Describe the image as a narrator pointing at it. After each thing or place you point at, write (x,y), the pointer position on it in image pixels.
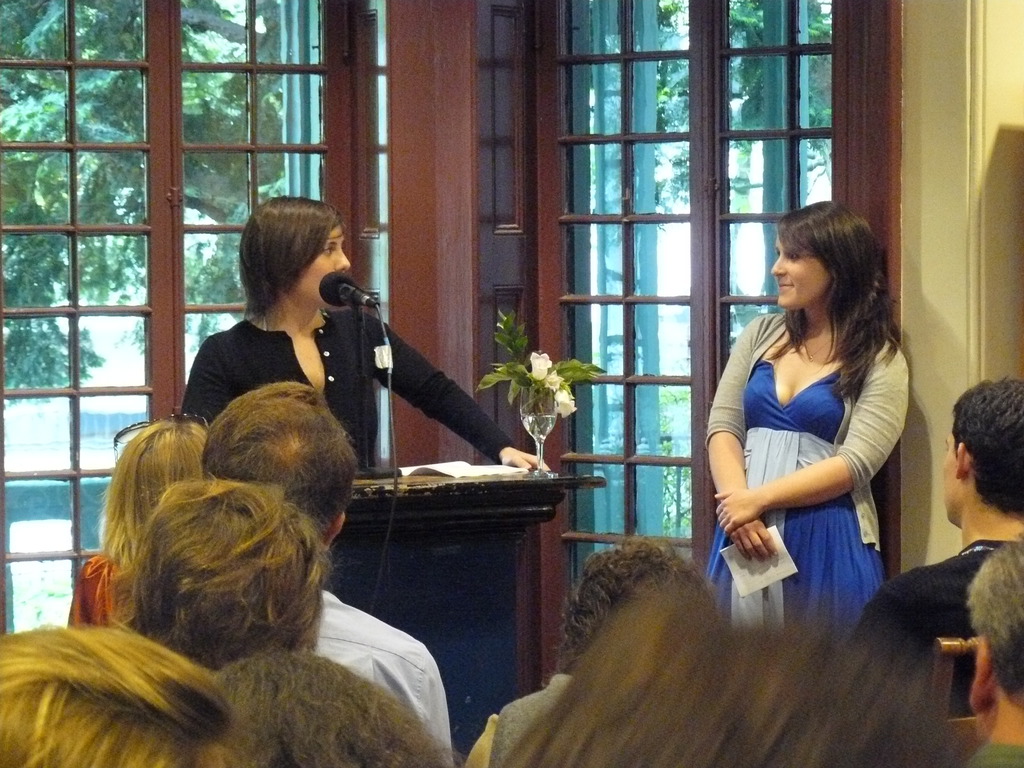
In the foreground of this picture (224,670), there are persons (625,669) sitting on the chair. In the background (401,353), there is a woman (353,337) standing near a podium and another woman (778,377) leaning to the wall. In the background (148,136), we can see glass doors (730,182) and behind to it there are trees (663,206).
